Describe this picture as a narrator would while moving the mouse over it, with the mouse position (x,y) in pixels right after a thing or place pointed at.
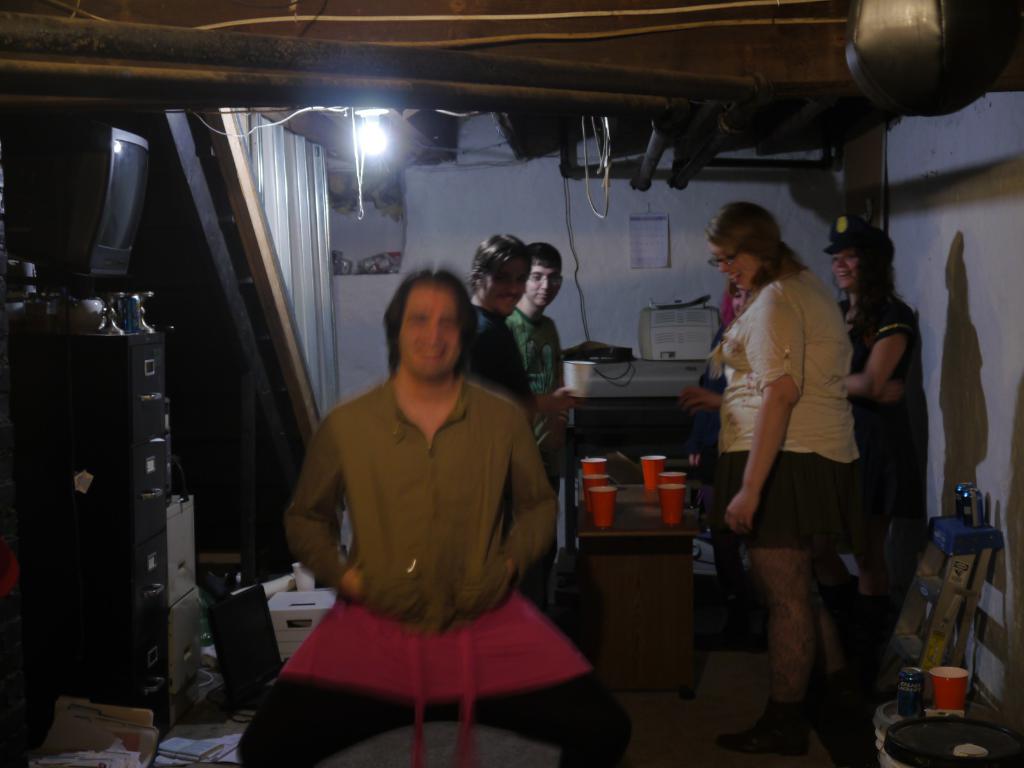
This is an inside view of a room (671,642). Here I can see a person (411,608) standing. It seems like he is dancing. At the back of him few people (784,387) are standing and laughing by looking at this man (422,438). On the floor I can see rack (146,427), papers (139,709), tables (650,527) and some other objects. On the tables (628,487) I can see few glasses (610,494). In the background (659,259) few papers (636,242) are attached to the wall (463,194). At the top (381,132) there is a light (371,138). On the left side (107,140), I can see a television (107,210) which is placed on the table (102,382).
